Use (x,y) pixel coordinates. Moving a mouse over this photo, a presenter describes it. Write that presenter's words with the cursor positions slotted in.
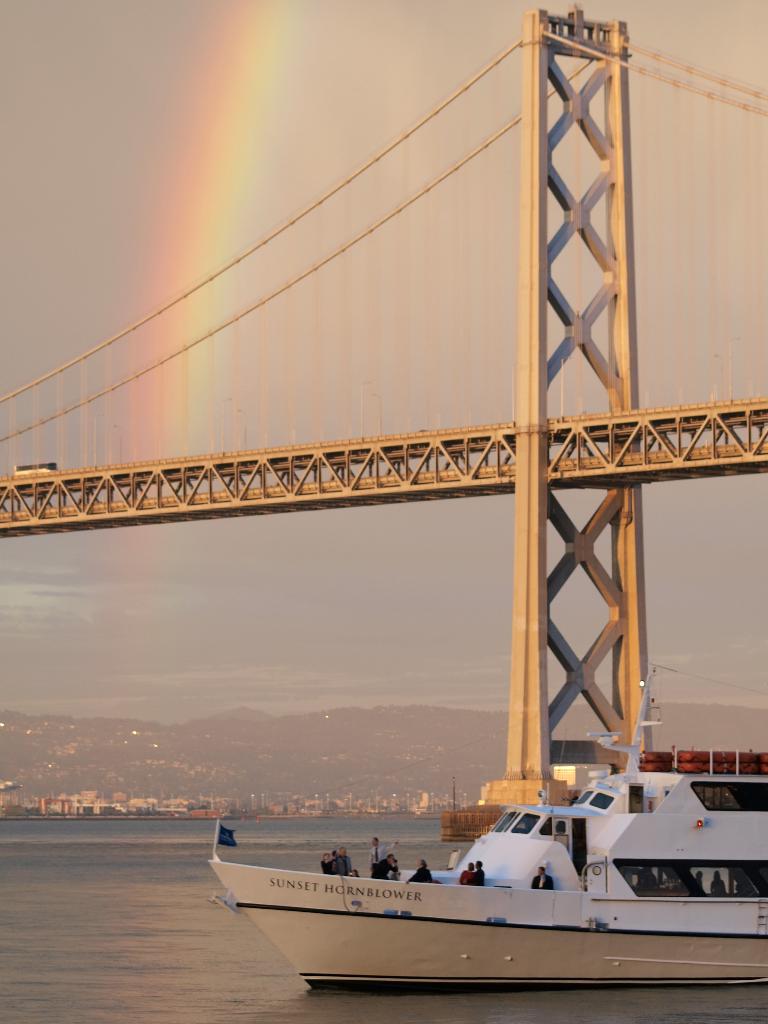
In this image we can see the mountains (269,737), one big bridge (553,240), one river (242,861), some buildings (429,802), some trees (256,777), one boat (367,931) in the river (138,975), some objects (688,757) on the boat (663,850), some people (326,865) standing in the boat (461,896), one flag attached to the boat (519,851) and at the top (388,39) there is the rainbow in the sky (73,124).
